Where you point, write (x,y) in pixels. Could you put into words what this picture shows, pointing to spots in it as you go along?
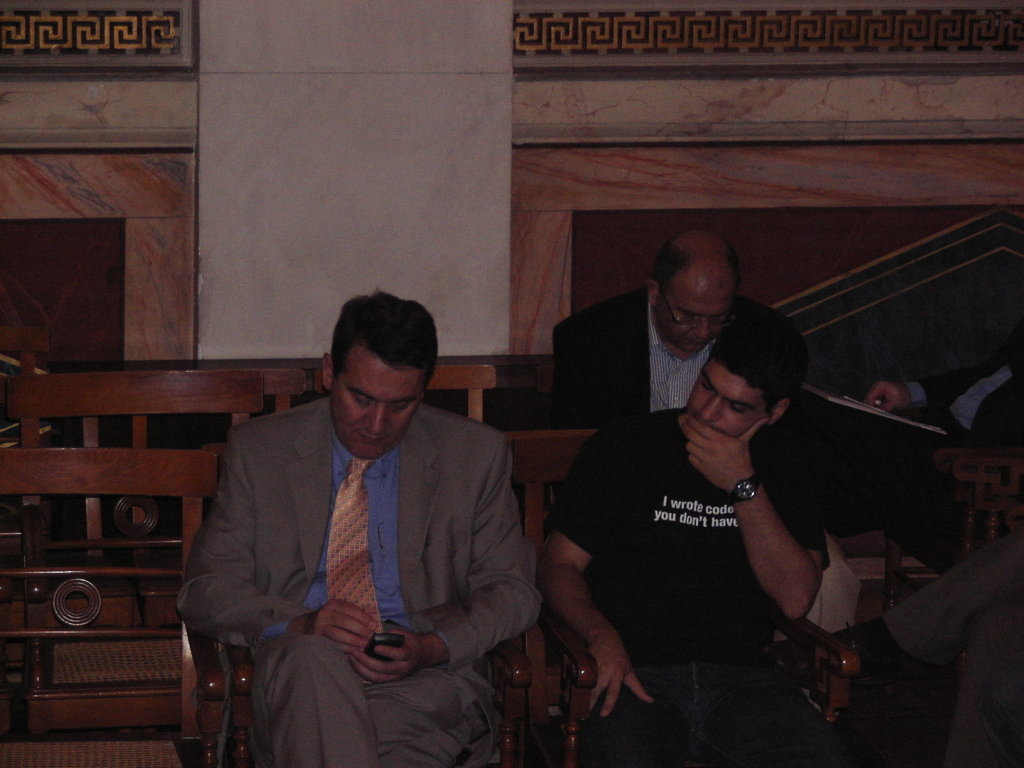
In this image I can see few persons (346,601) are sitting on chairs (531,532) which are brown in color. In the background (299,161) I can see the wall (334,167) which is cream, brown and orange in color.
